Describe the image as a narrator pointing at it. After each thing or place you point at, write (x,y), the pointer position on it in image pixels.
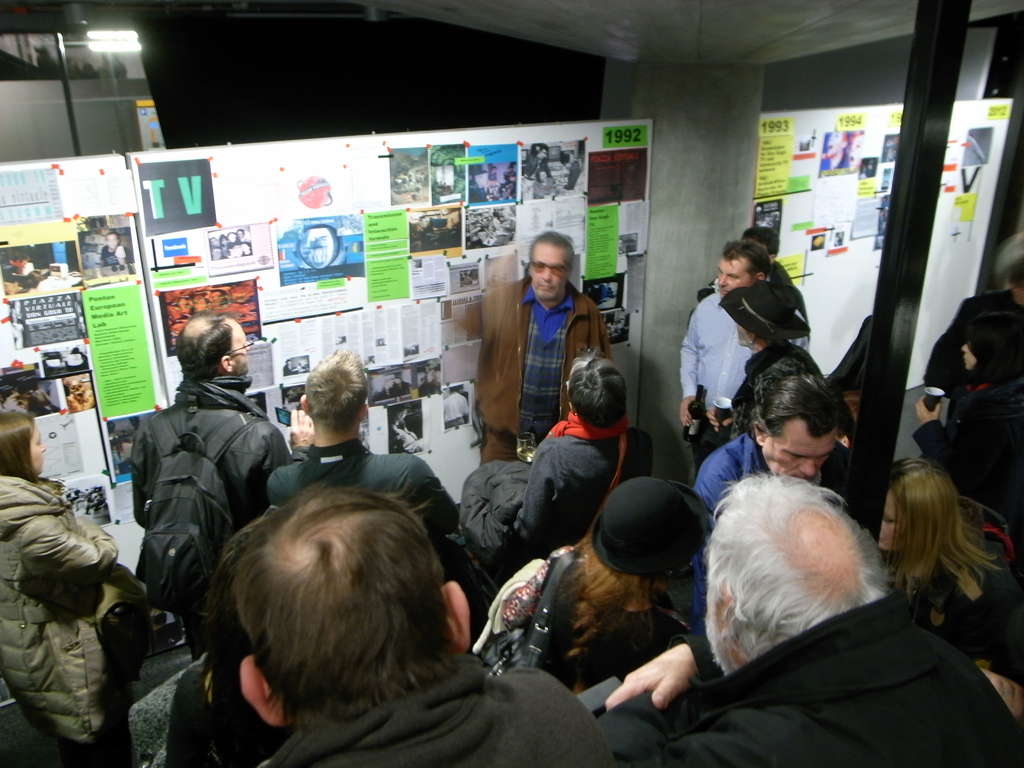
In the center of the image (579,417) we can see a few people (498,410) are standing and few people (552,448) are wearing backpacks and jackets (446,492). In the background (448,262) there is a wall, roof (648,47), one pillar (665,251), lights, banners (54,273) and a few other objects (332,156).
